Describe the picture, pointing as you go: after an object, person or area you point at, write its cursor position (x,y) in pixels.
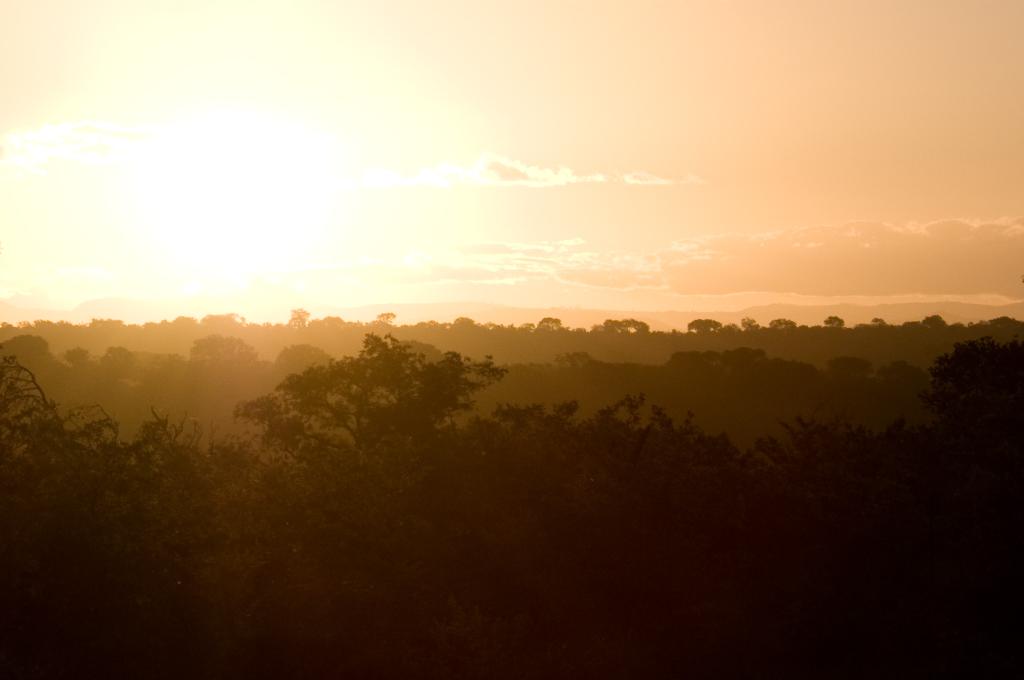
In this image I can see trees (386,470), clouds (628,274) and the sky (774,128). I can see colour of the sky (737,141) is orange and here I can see this image is little bit in dark.
